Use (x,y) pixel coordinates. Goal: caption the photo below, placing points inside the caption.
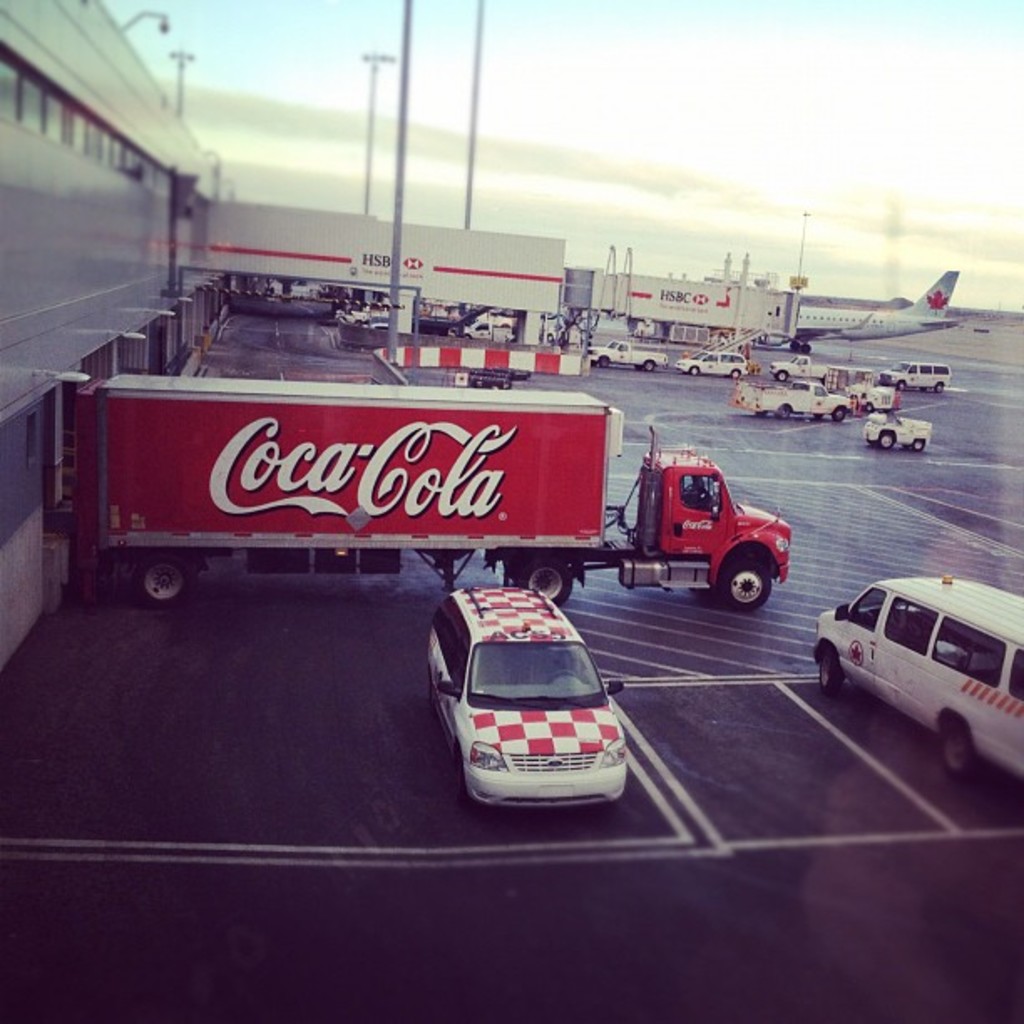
In this image there are vehicles (831,379) and aircraft (845,327), in the background (460,153) there are poles (399,225) and the sky (769,198).
